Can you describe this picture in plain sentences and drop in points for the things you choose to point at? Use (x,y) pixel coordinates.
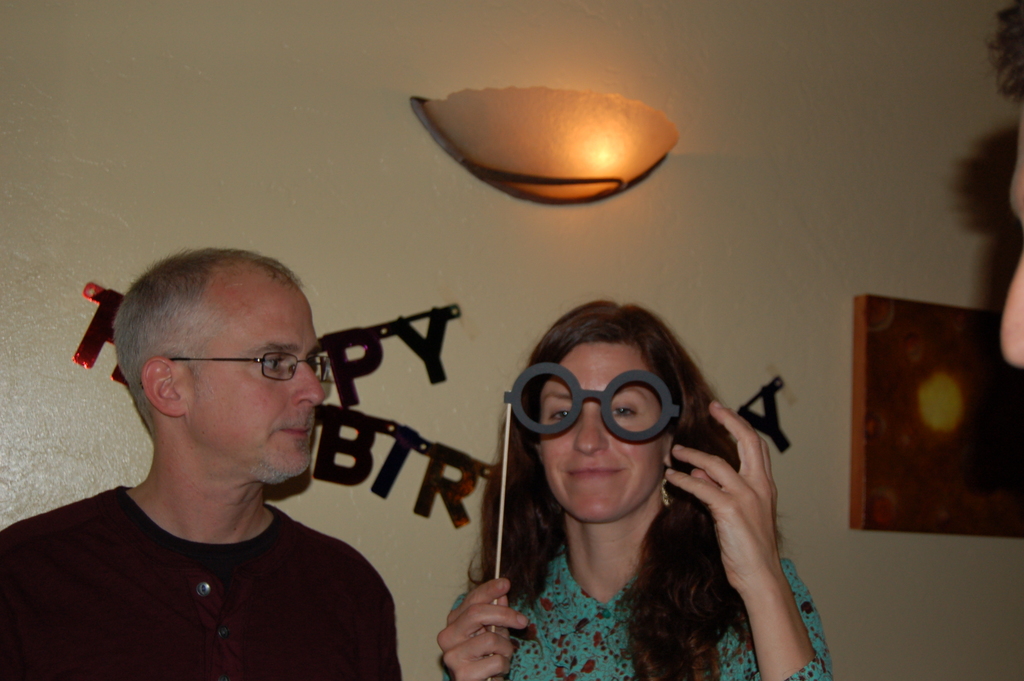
There are people (211,517) and she is holding a mask (594,398). In the background (763,396) we can see light (581,114), letters (402,337) on a wall (757,372) and box (995,530).
